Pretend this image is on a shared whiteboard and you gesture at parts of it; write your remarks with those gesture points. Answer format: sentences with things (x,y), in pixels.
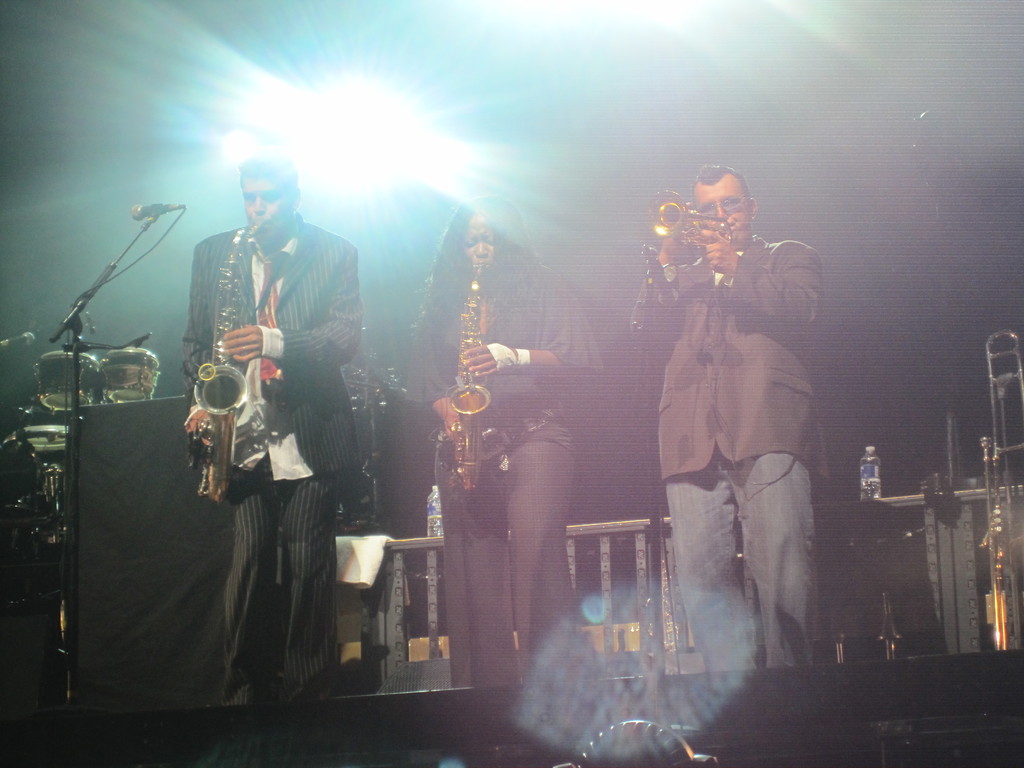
In this image I can see a stage (446,727) and on it I can see three persons (474,524) standing and holding musical instruments (469,399) in their hands (470,352). On the stage (475,734) I can see a microphone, few other musical instruments (115,354), a water bottle (869,473) and few other objects (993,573). In the background (233,202) I can see a light (378,154) and the dark background (818,205).
